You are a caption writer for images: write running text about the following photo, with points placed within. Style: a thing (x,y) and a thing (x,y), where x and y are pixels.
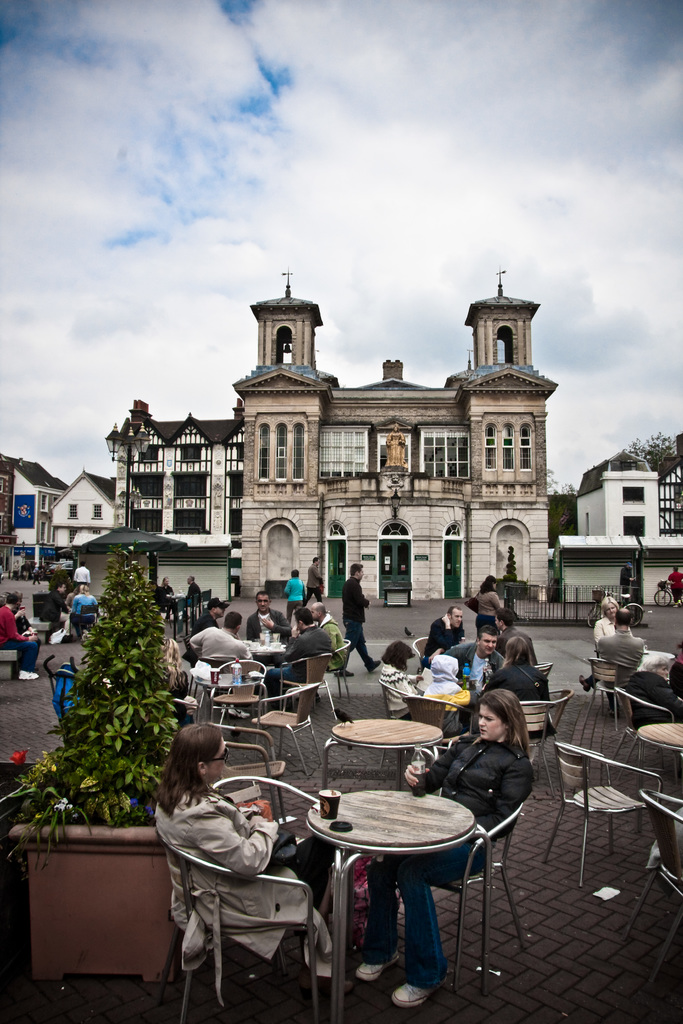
In this image in the center (396,650) there are persons (373,668) sitting and walking and On the left side (121,785) there is a plant (144,734) and there is tent (140,552) which is black in colour. In the background (425,534) there are buildings (445,517) and the sky (521,151) is cloudy.
